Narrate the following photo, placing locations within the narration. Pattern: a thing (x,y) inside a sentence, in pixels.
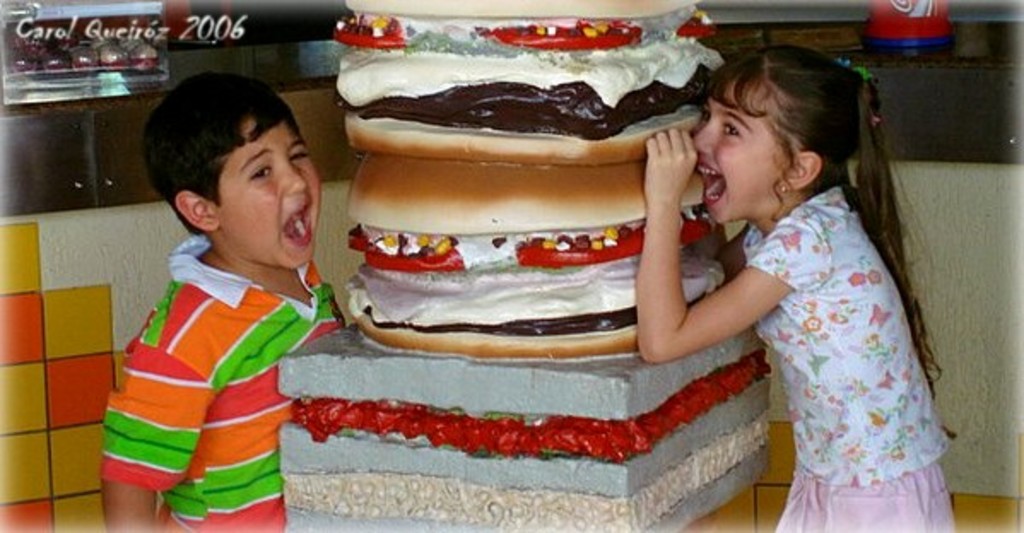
In this image we can see two kids (710,295). In the center of the image (494,239) there is a depiction of a food item (497,261). To the left side (70,18) top corner of the image (95,37) there is some text (121,28).
